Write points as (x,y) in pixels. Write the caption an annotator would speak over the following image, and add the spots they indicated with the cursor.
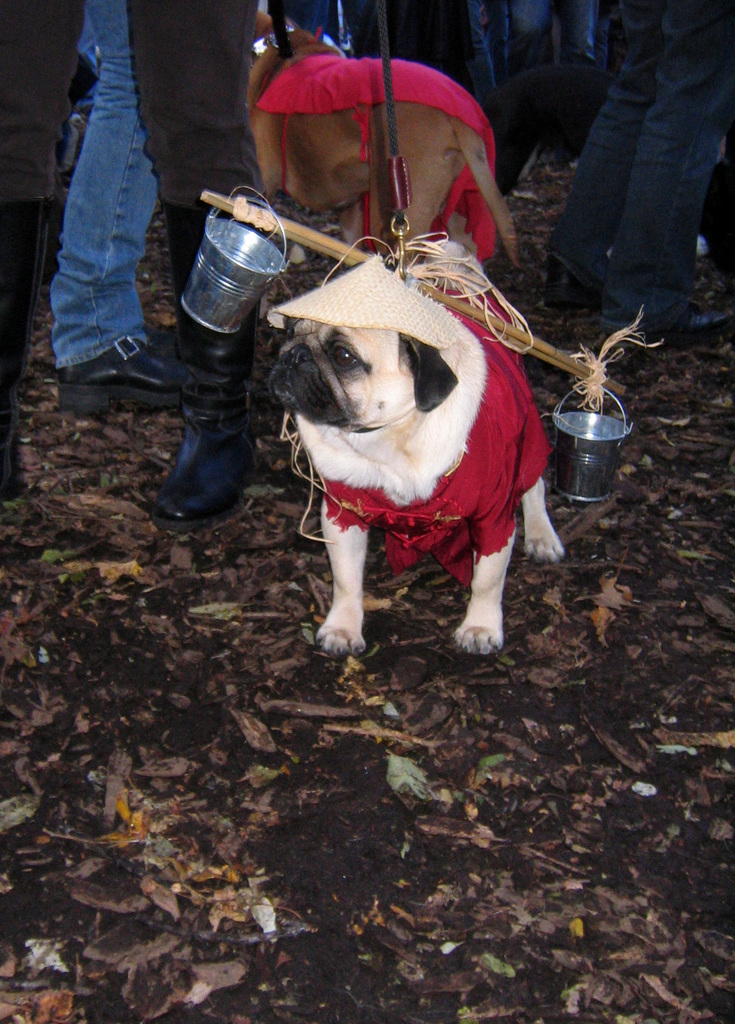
In the picture we can see a dog (346,641) on the surface (499,704) and on the dog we can see a stick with two buckets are tied on the either sides and behind the dog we can see some people (673,182) are standing and we can also see a part of a another dog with a red cloth (371,94) on it.
